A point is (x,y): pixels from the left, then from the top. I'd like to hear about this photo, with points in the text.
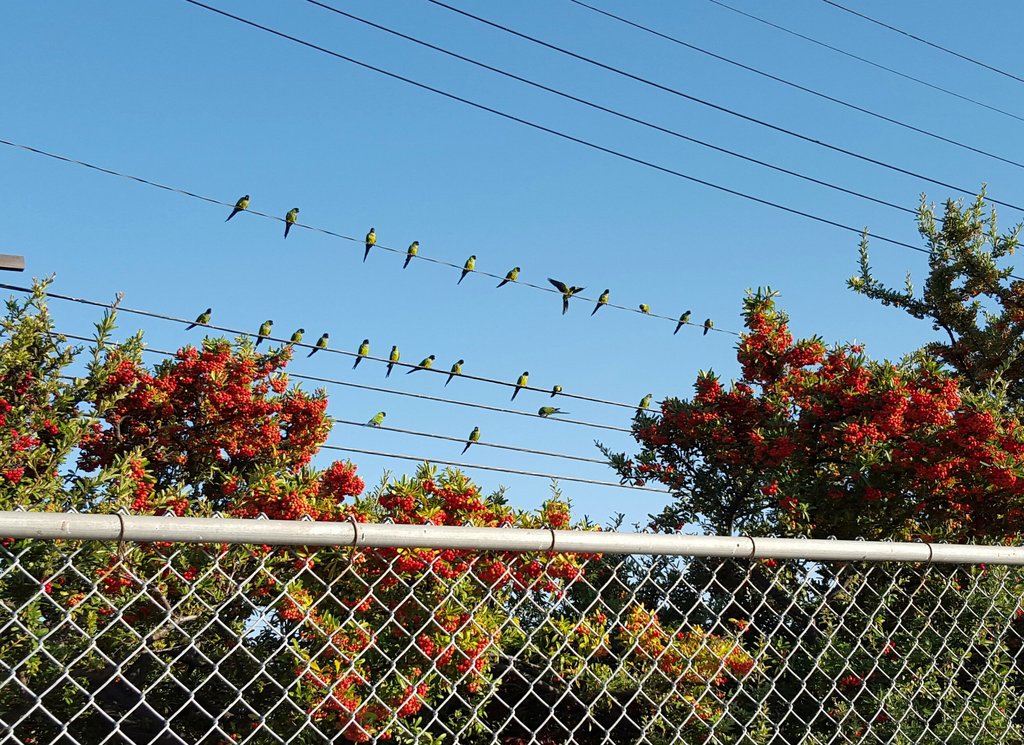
At the bottom (428,687) there is a net fencing (102,684). In the background (476,486) there are some trees (356,480). At the top of the image (390,170) I can see the sky (359,165) and also there are some cables (104,171). On the cables (273,339), I can see few birds (414,252).
